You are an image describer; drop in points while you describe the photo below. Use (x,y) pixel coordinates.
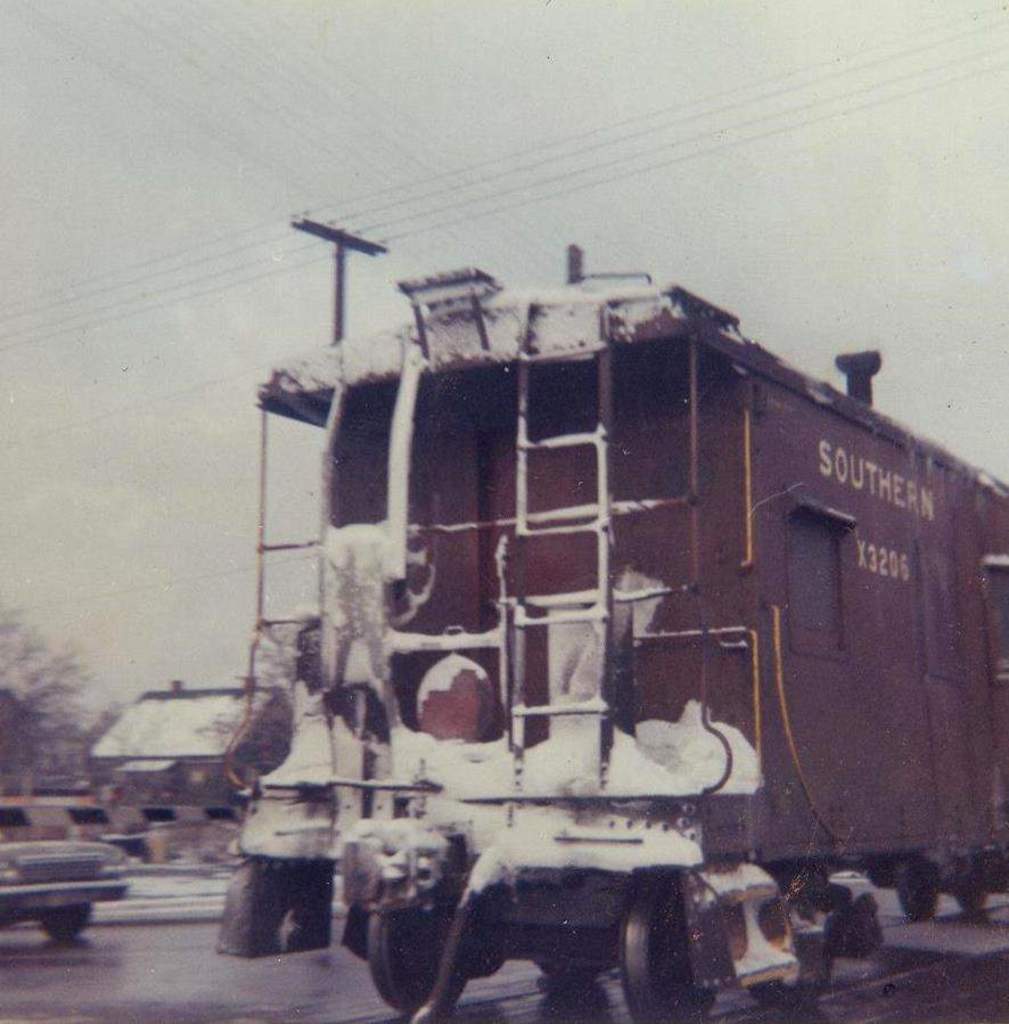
In the center of the image (611,368) there is a train (492,624) with snow (489,757) on it. In the background of the image (267,740) there are houses (104,784), trees (50,721), car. At the top of the image (343,59) there is sky (197,58). There are wires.
